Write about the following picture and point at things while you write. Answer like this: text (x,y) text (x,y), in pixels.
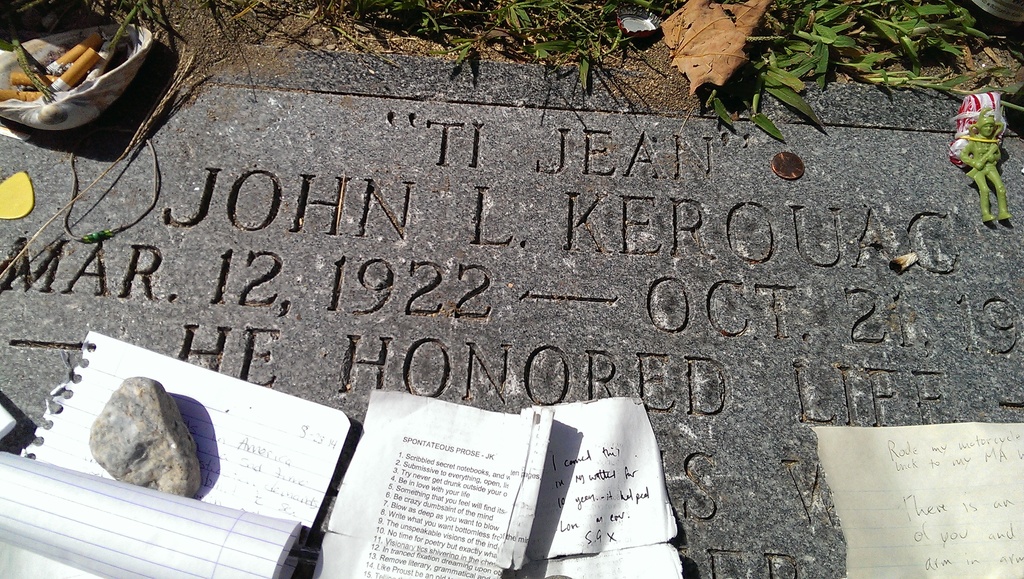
In this image there is a doll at right side of this image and there is a small grass (530,18) at top of this image (561,28) and there are some papers (541,502) are kept at bottom of this image (272,515), and there is a stone (133,439) at left side of this image (142,423), and there are some objects (90,118) are kept at top left corner of this image (124,88). There is a board (503,340) on which the text (85,274) is written is at middle of this image (468,379).
